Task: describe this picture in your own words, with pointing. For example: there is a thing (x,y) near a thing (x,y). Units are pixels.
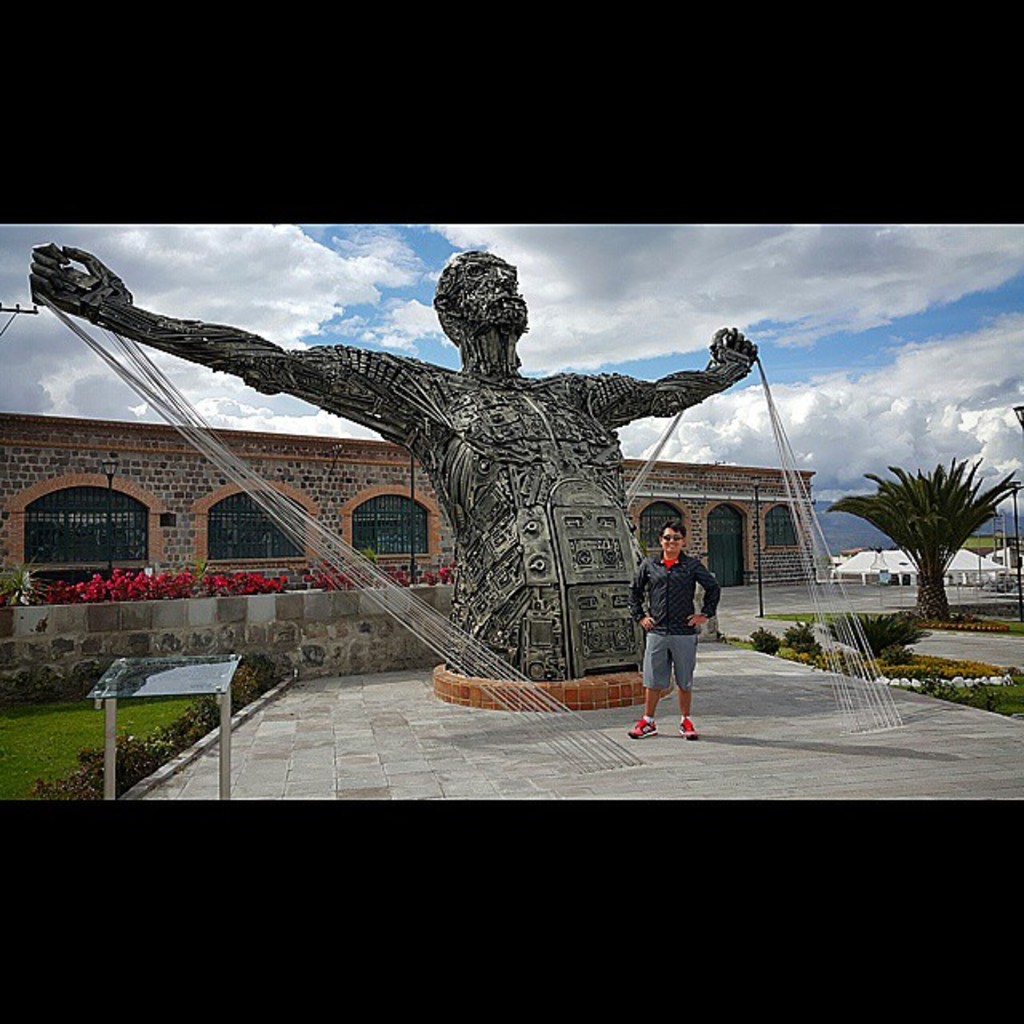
In the center of the image (563,612) we can see a person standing in front of a statue (544,612) with ropes (449,648). On the left side of the image (246,673) we can see a table (114,756), a group of plants (223,591) and flowers (186,591) on the grass (62,733). On the right side of the image (960,683) we can see some stones (935,684) on the ground (914,598). In the background (874,570), we can see building (339,527) with windows (246,548), a shed (963,582), some light poles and the cloudy sky (855,302).
